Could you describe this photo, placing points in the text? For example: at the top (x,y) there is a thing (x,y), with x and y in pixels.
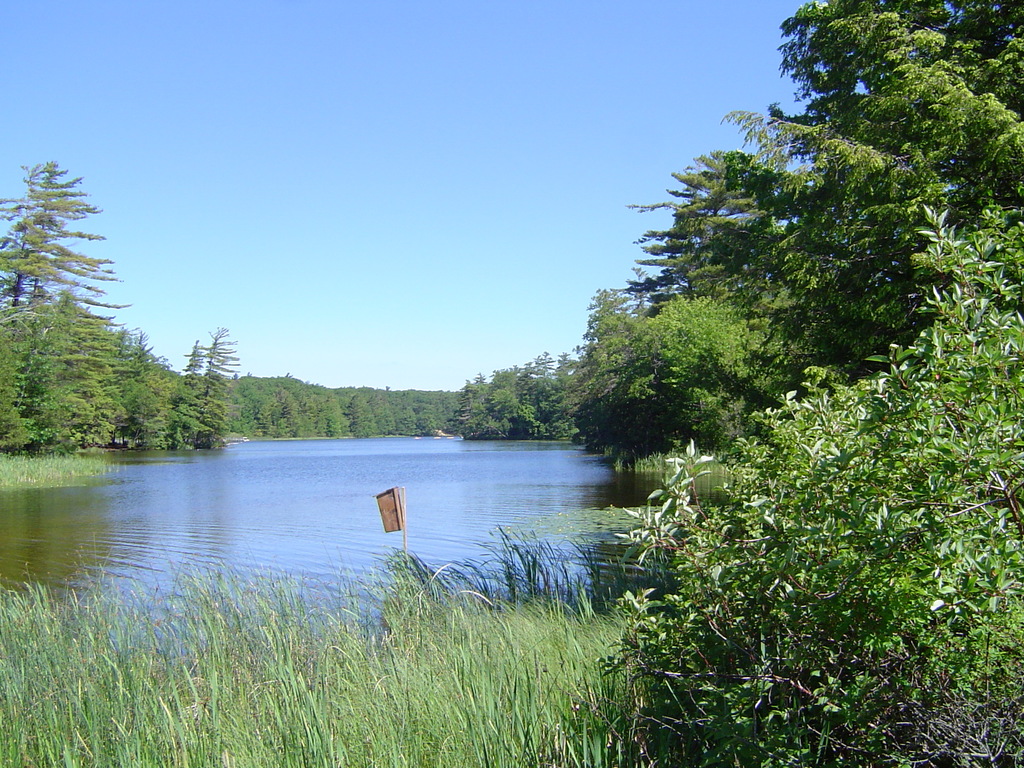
In this image we can see the lake (276,472). There are many trees (336,399) and plants (480,640). There is an object (398,517) in the image. We can see the sky (442,243) in the image.
